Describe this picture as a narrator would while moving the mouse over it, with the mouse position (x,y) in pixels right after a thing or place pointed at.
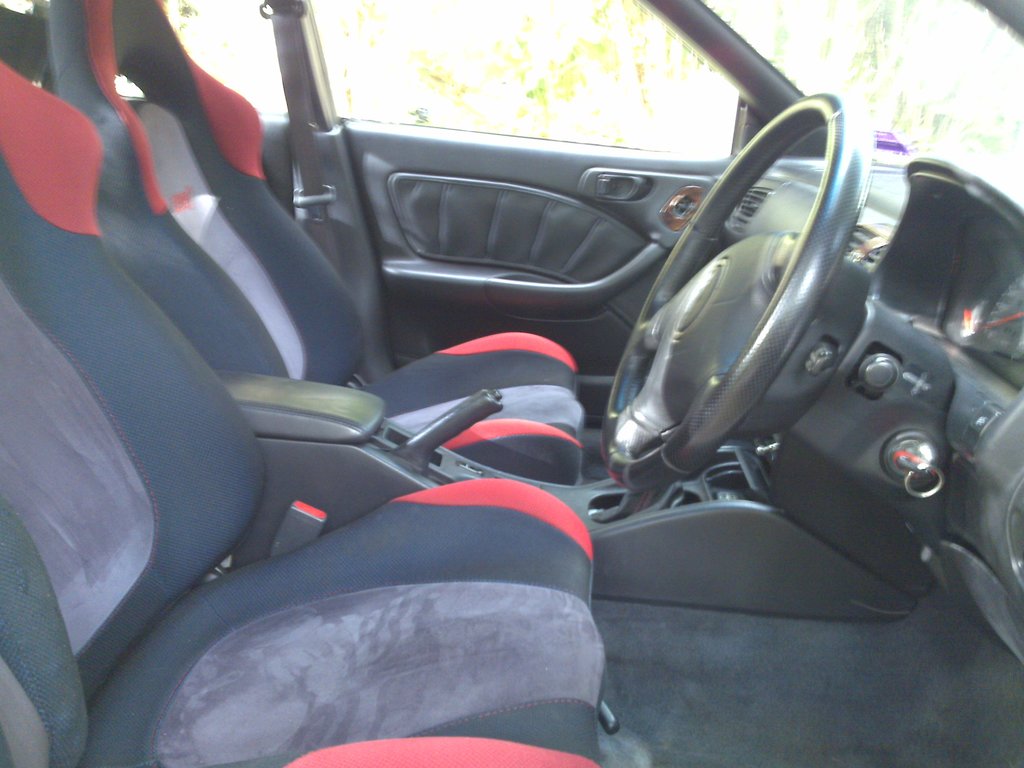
In this image, I can see the inside view of a car (126,685). There are seats (260,484), button handbrake (427,446), and gear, steering wheel (724,354), auto gauge (1010,349), seat belt (301,58) and a car door (557,189).
